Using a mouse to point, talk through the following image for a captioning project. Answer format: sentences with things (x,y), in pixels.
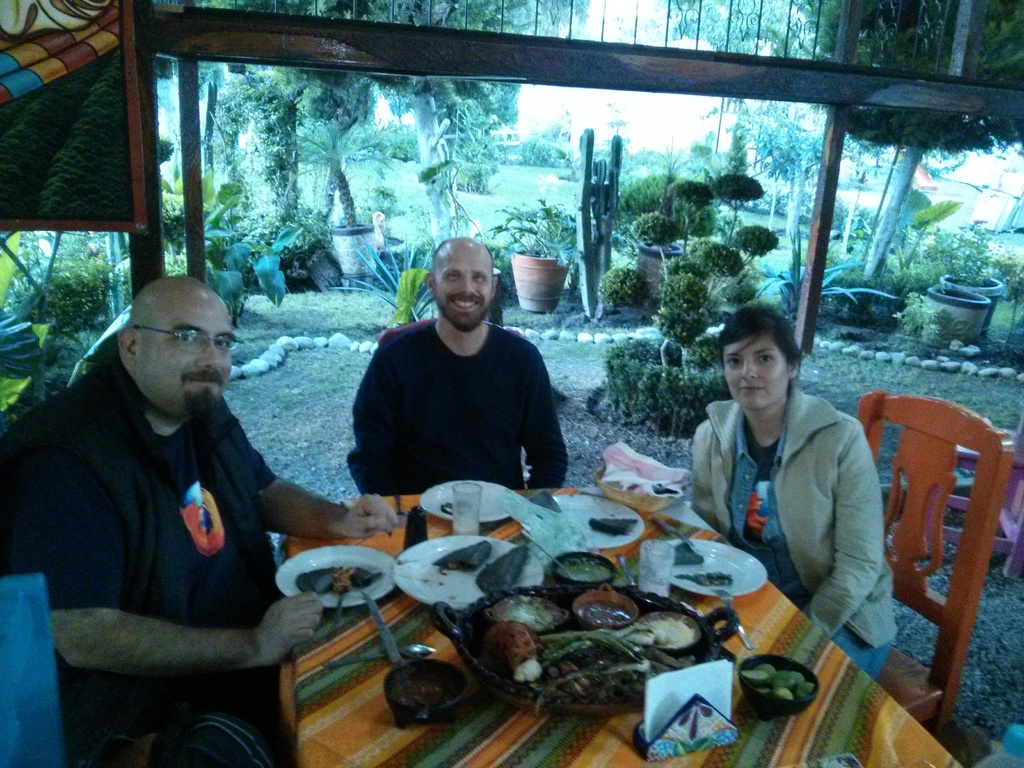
In this image in front (155,644) there are people (486,469) sitting on the chairs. In front of them there is a table (347,757). On top of it there are food items (551,612) in a plates (688,574). There are tissues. There are glasses (657,569). Behind them there are plants (596,294), trees (942,133). On the left side of the image (48,53) there is a photo frame (20,5). There are stones (333,340).
